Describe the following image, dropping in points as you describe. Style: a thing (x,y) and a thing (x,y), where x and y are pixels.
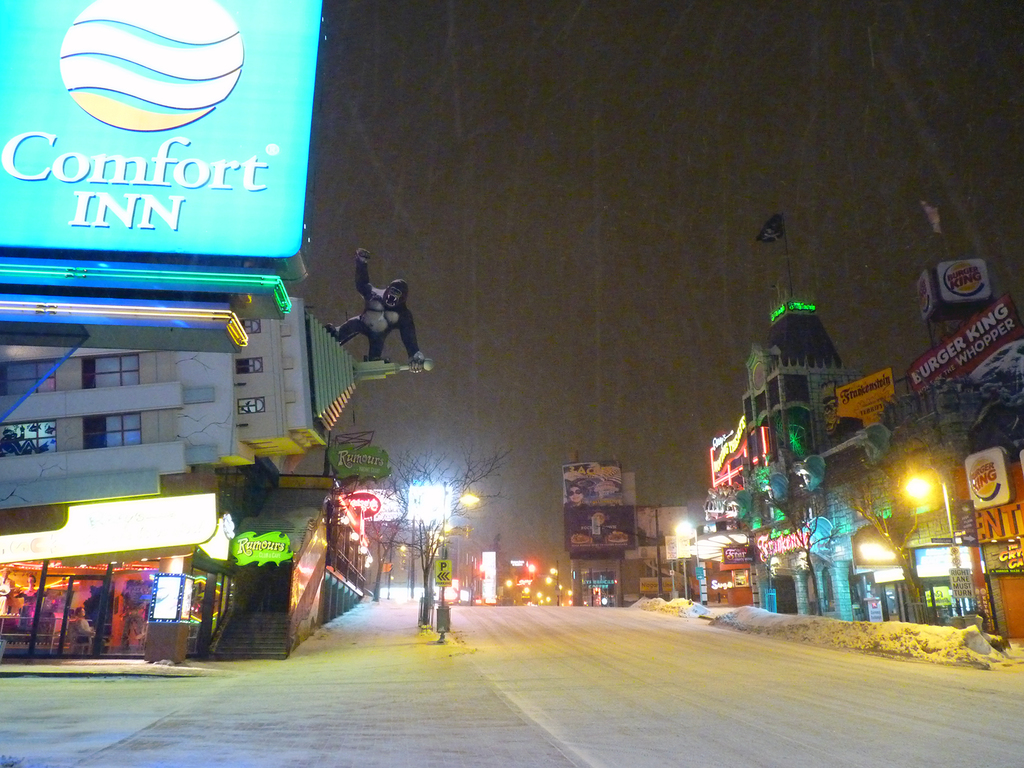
In this image, I can see the buildings (106,572), trees (429,563), lights (907,484) and snow (833,619) on the road (492,630). At the top left side of the image (146,255), there is a board (202,225). In the background (483,216), I can see the sky (605,219).
